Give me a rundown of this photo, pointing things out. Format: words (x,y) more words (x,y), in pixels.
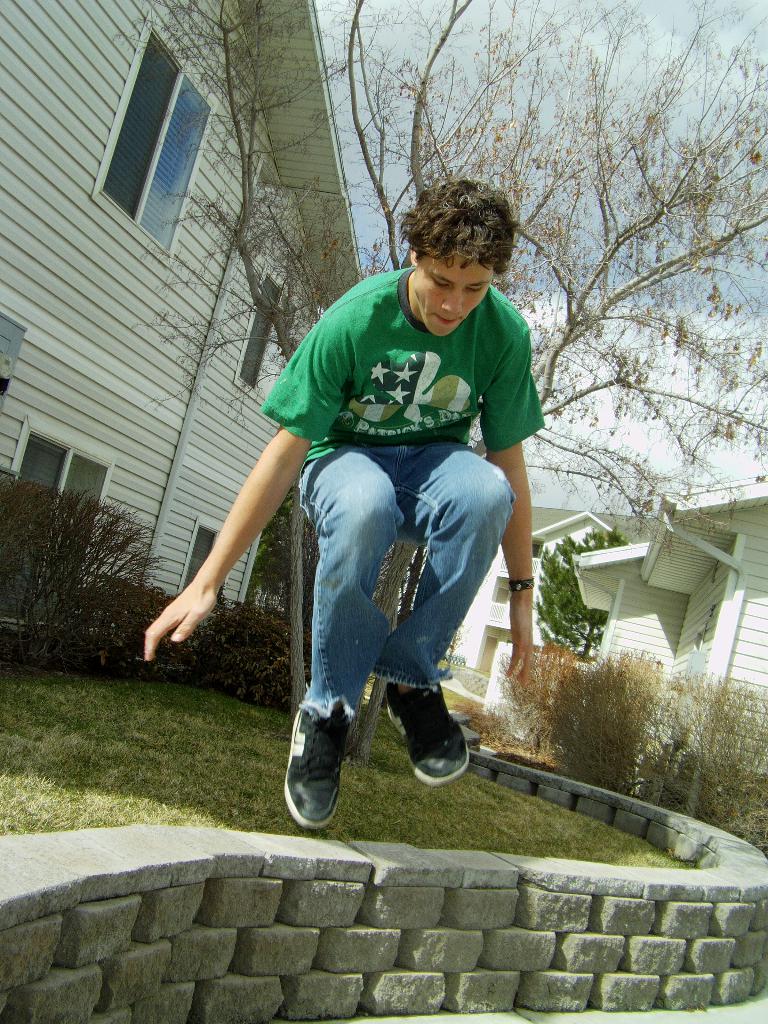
In this image we can see one man (519,575) in green T-shirt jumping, some houses (664,638), one small wall (422,957), some trees (284,587), plants (41,657) and grass (417,783) on the ground (40,709). At the top (554,327) there is the cloudy sky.
